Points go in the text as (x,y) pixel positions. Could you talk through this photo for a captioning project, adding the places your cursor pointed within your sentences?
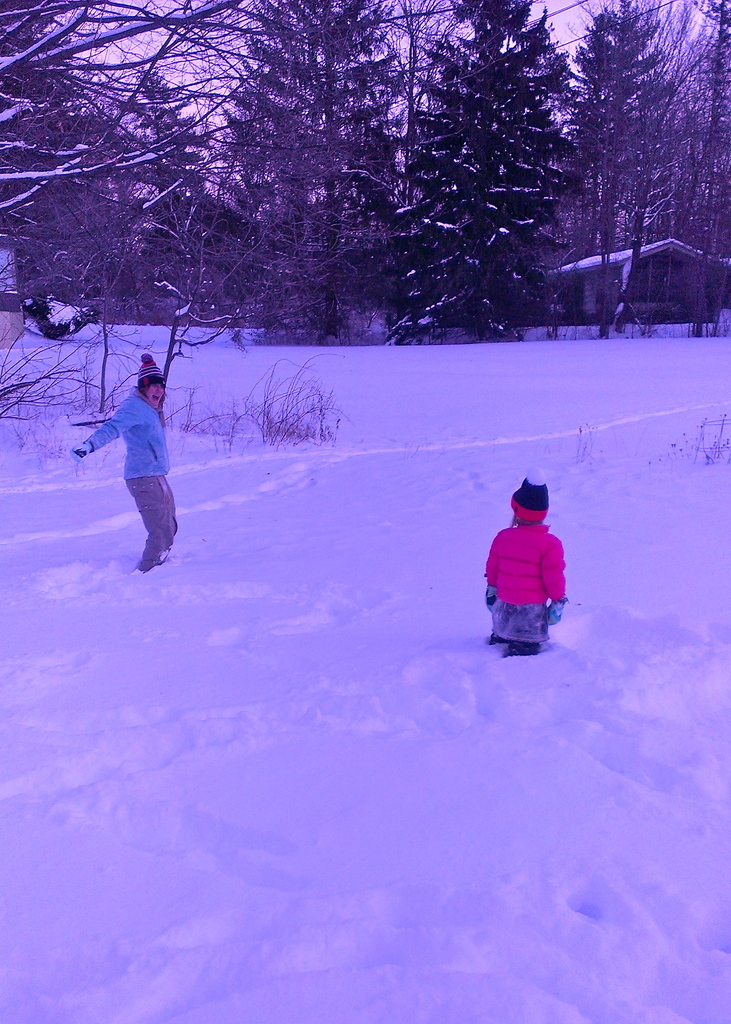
In this image we can see two persons (517,615) standing in the snow (479,612). One person (528,607) is wearing a cap (535,500) and pink jacket (524,590). In the background (555,296) we can see group of trees (474,302) and a building (601,287).
